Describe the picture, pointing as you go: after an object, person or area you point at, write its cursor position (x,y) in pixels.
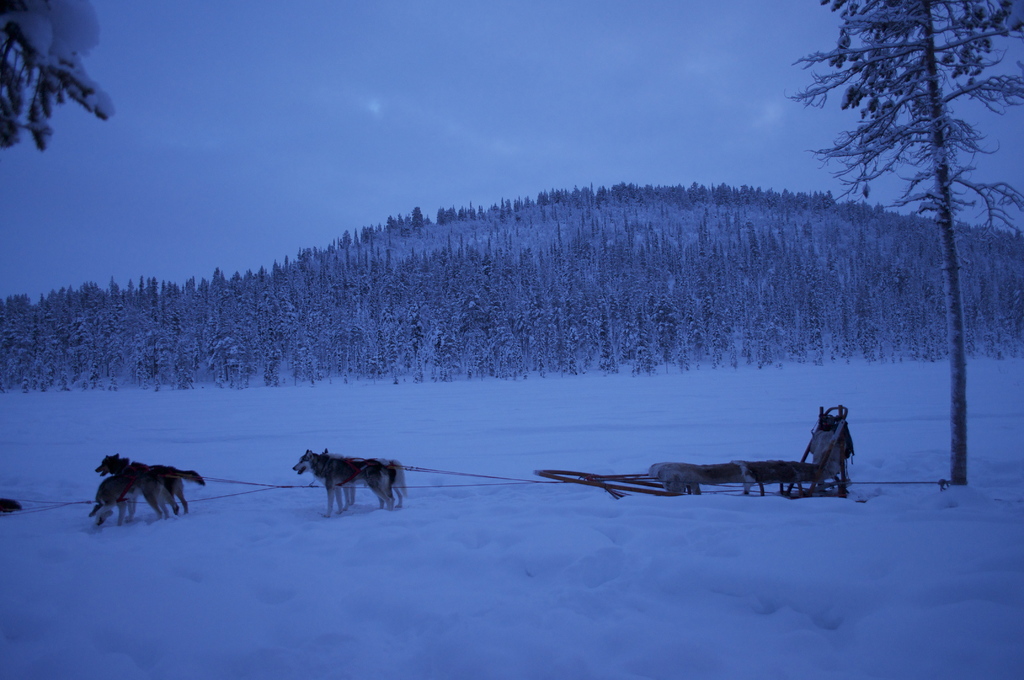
In this image there is a sledge (650,474). There are dogs (169,500) tied to the sledge (649,470). There is the snow (397,420) on the ground (429,416). To the right (936,109) there is a tree (949,221). In the background (458,296) there are trees (458,260) on the mountain (445,229). At the top (465,102) there is the sky (464,99).
